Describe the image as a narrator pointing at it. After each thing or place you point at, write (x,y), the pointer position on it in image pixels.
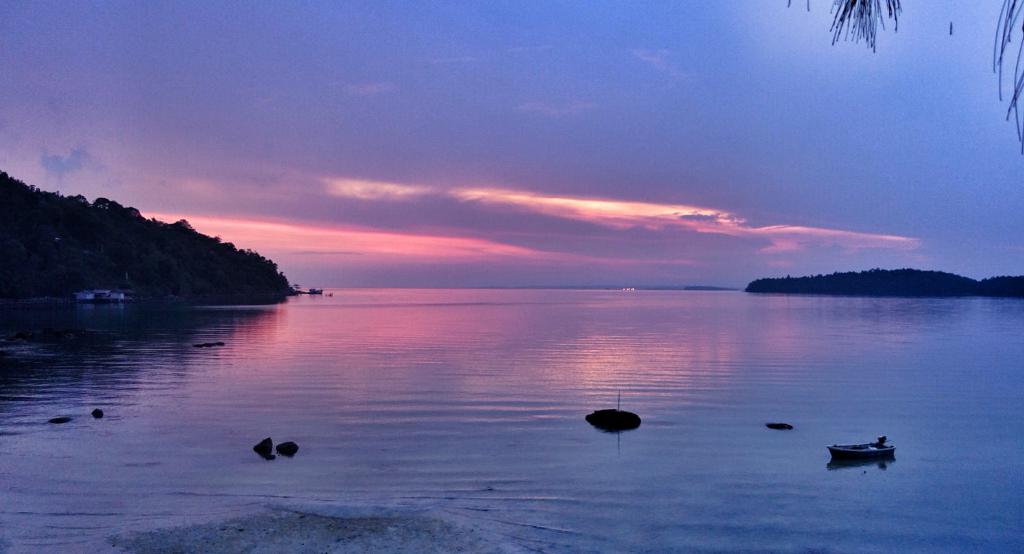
In the picture I can see boats (858,449) on the water (805,456) and trees (267,291). In the background (331,269) I can see the sky (489,183).
